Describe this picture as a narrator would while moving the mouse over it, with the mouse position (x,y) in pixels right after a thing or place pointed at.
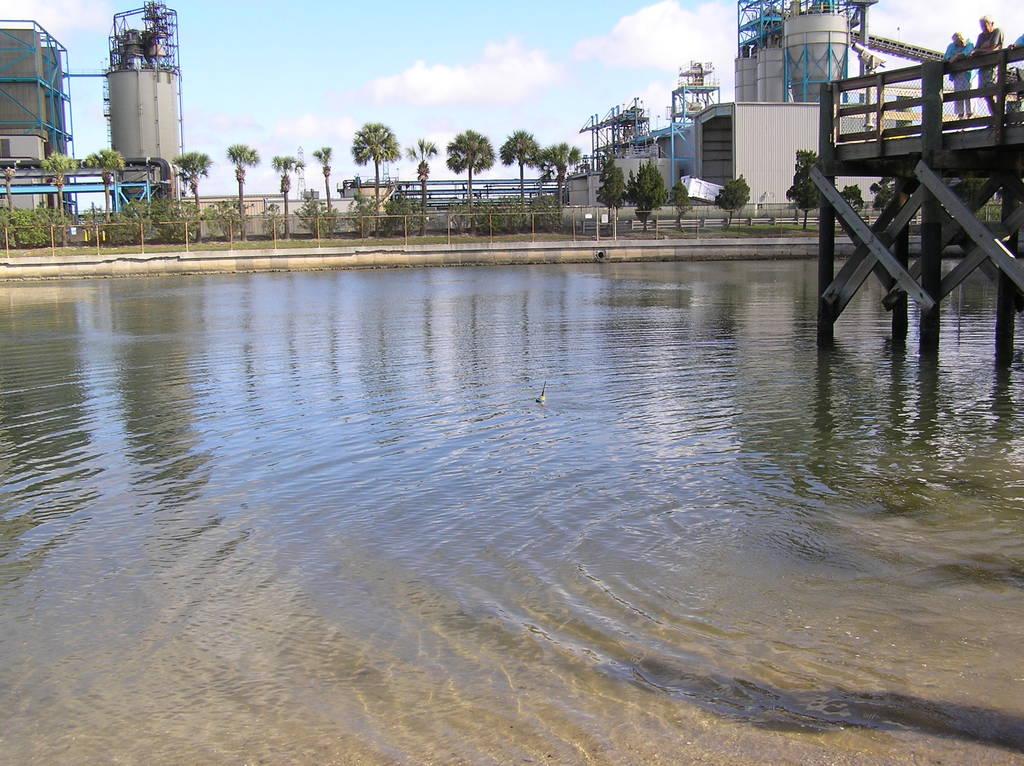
In this image there is the water (427,373). Behind the water (469,387) there is the ground (502,241). On the edge of the ground (700,239) there is a fence (390,229). In the background (151,144) there are buildings (665,162) and trees (450,159). At the top (406,55) there is the sky (520,38). To the right (924,155) there is a bridge (954,176). There are two persons (987,39) standing on the bridge (938,70).
